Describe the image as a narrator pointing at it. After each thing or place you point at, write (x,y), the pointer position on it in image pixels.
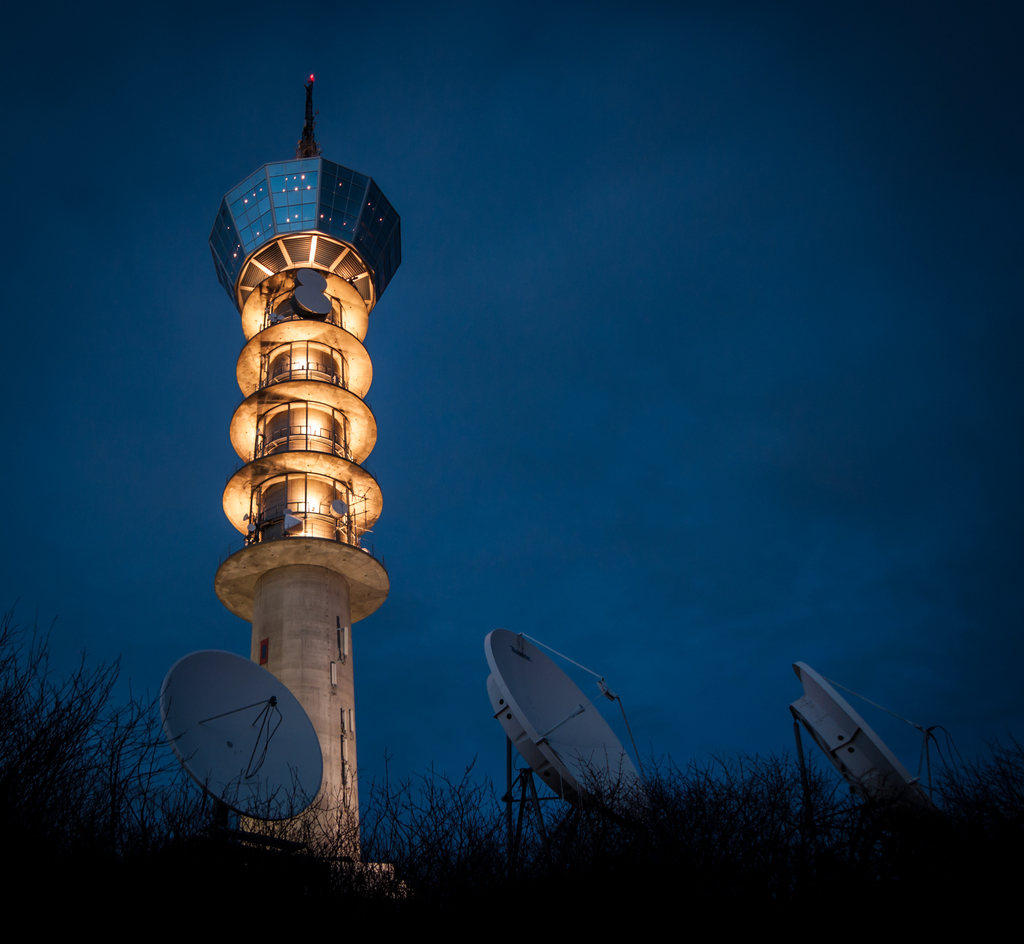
In this picture there is a tower (349,253) and there are lights (307,505) and there are dishes (298,523) on the tower (352,418). At the bottom (993,820) there are dishes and there are plants (690,777). At the top (666,86) there is sky (722,207).
